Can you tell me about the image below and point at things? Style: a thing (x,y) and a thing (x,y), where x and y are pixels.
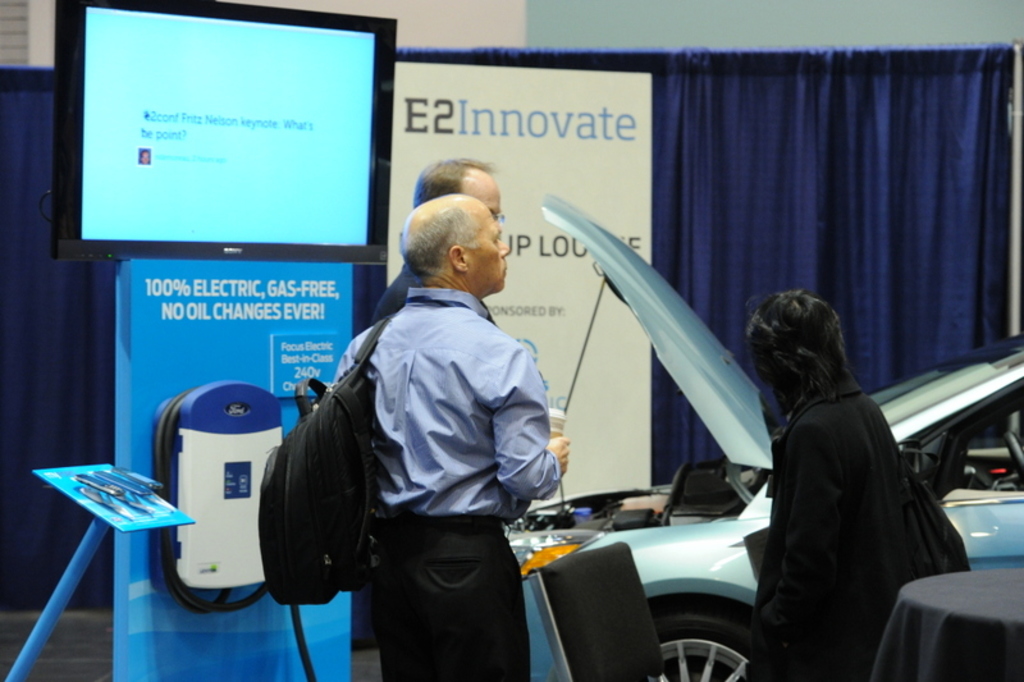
In this image there are three persons (427,460) standing near a car (723,478), in the background (781,263) there is a curtain (761,68) and boards (634,115) on that board (634,115) there is some text (294,369), in the bottom right (981,604) there is a table (954,652) and a chair (571,606).
